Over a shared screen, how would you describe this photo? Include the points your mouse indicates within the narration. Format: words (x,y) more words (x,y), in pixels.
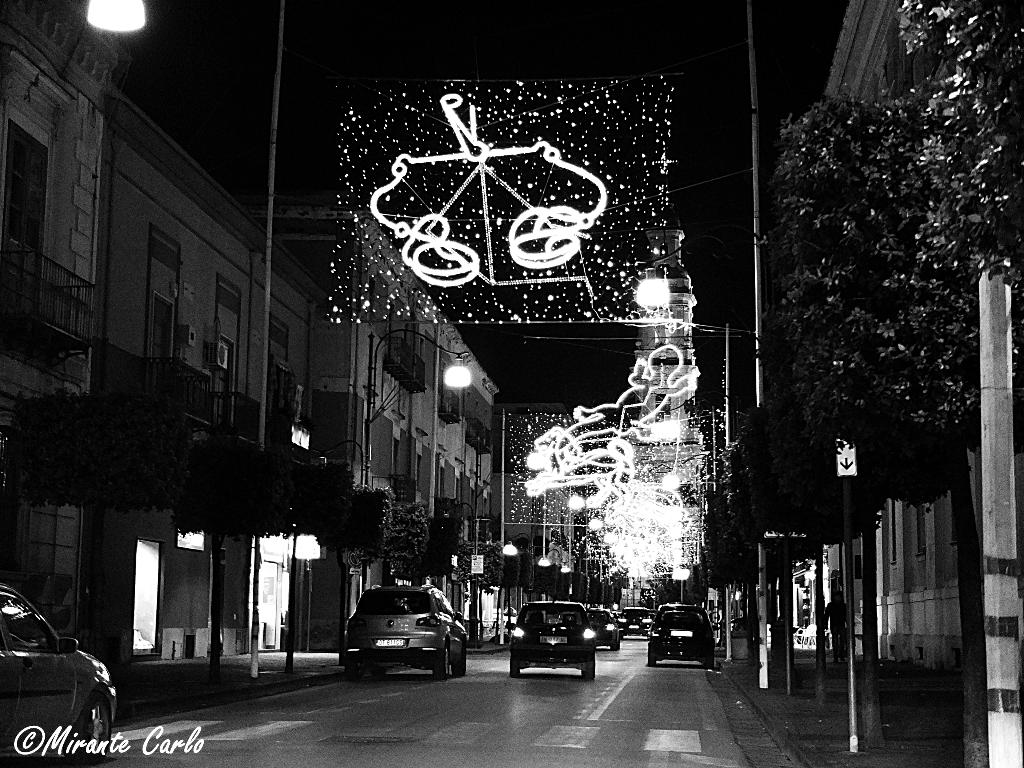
This picture is in black and white. In the center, there is a road (628,687) with some vehicles (574,627). Towards the left (122,361) and right, there are buildings (479,461) and trees (971,401). On the top (566,133), there are lights (646,521) with some patterns (625,401).
